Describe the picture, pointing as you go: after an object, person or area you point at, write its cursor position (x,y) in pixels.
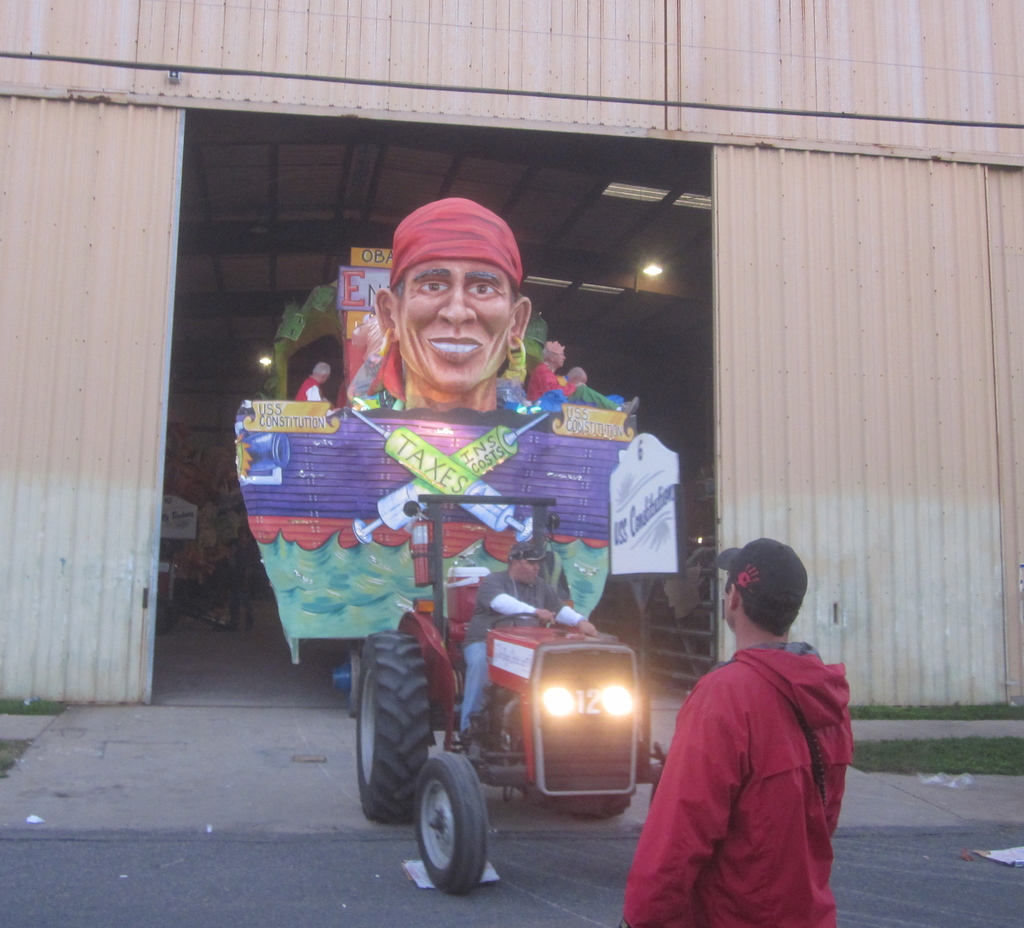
In the image we can see a man (827,764) standing wearing clothes (704,780) and a cap (781,601). In front of the man (702,805) there is a vehicle (515,732), on the vehicle (488,647) there is a person (494,599) sitting. This is a sculpture (502,307), light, road (287,854) and a container (759,285).
